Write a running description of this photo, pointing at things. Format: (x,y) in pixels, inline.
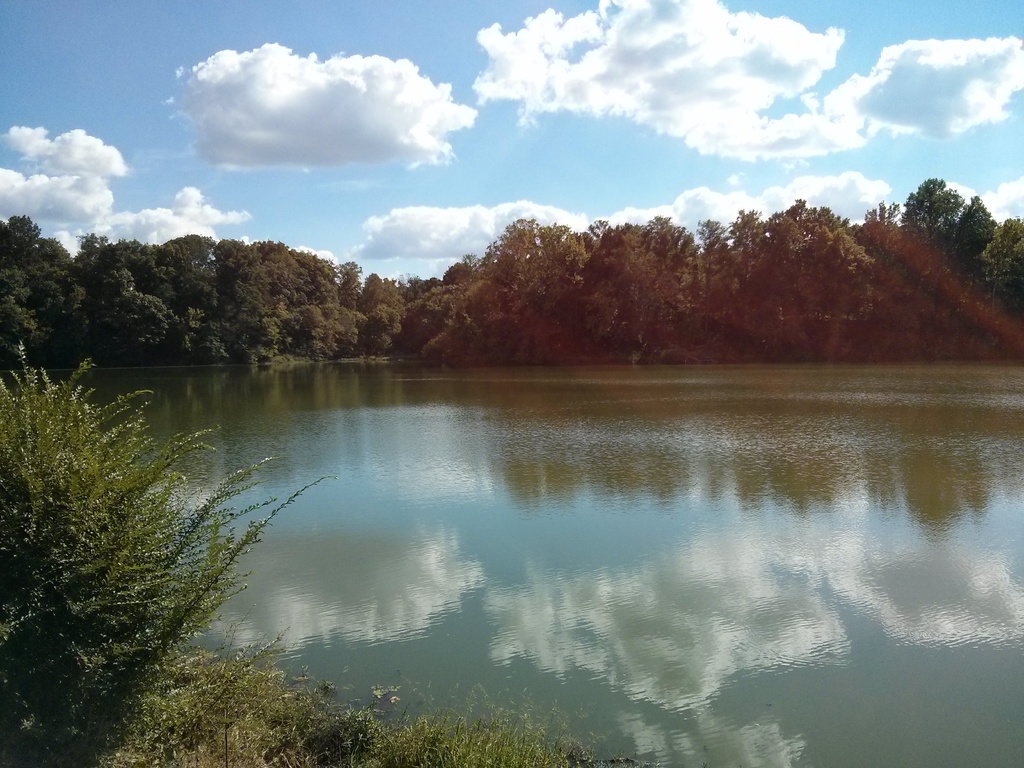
In this image I can see water (633,459) in the centre (524,435) and around it I can see number of trees (683,338). In the background (237,236) I can see clouds (640,119) and the sky (32,30). I can also see reflection (430,567) of clouds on the water (490,604).
